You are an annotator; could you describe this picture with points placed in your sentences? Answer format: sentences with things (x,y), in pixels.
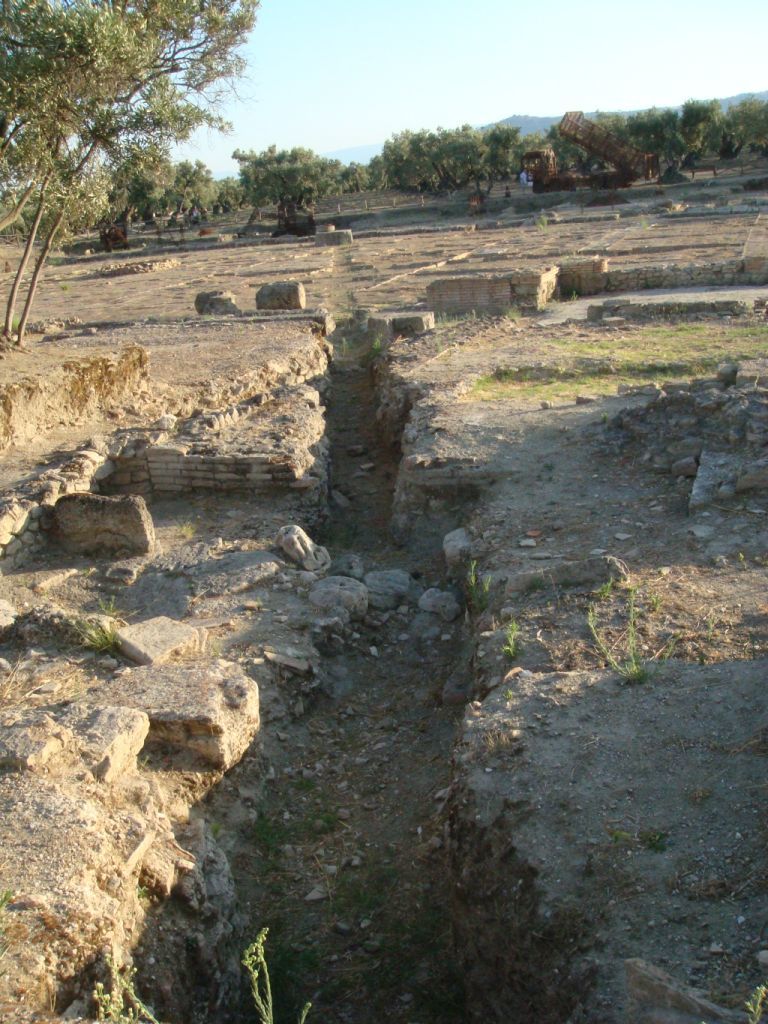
In this image we can see stones (316,414), sand (442,581), dug hole (428,607), trees (683,119) and we can also see the sky (384,74).
